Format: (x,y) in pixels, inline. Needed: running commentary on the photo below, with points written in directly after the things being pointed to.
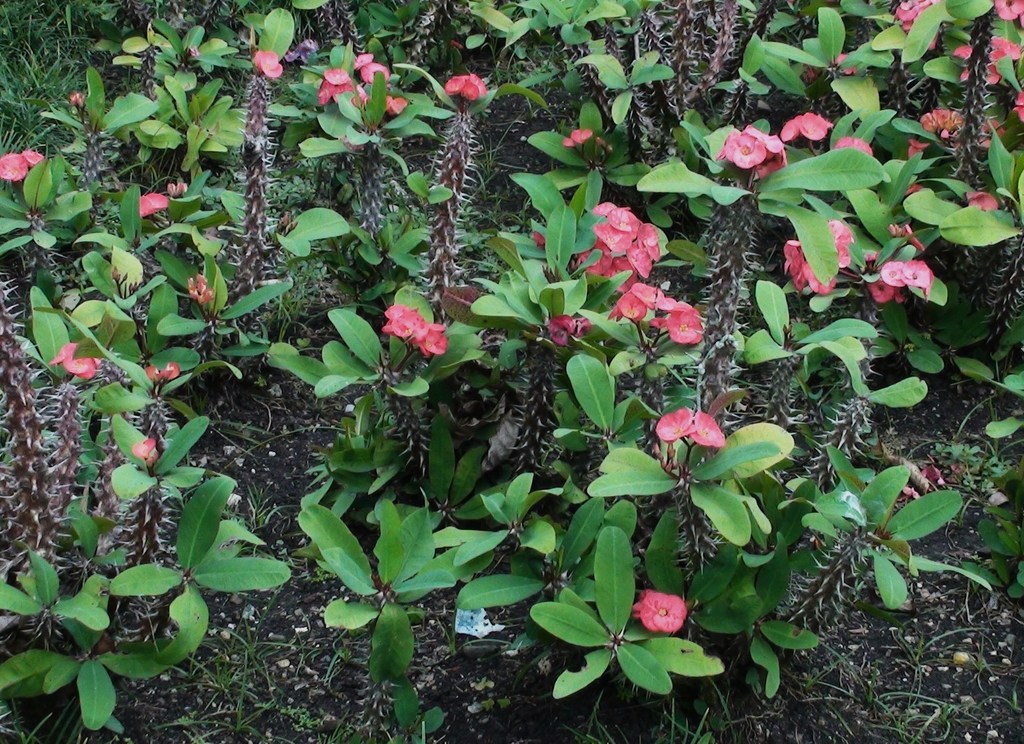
These are the plants (584,215) with leaves (572,213) and flowers (641,261). These plants (643,291) are named as the crown-of-thorns (348,277).
